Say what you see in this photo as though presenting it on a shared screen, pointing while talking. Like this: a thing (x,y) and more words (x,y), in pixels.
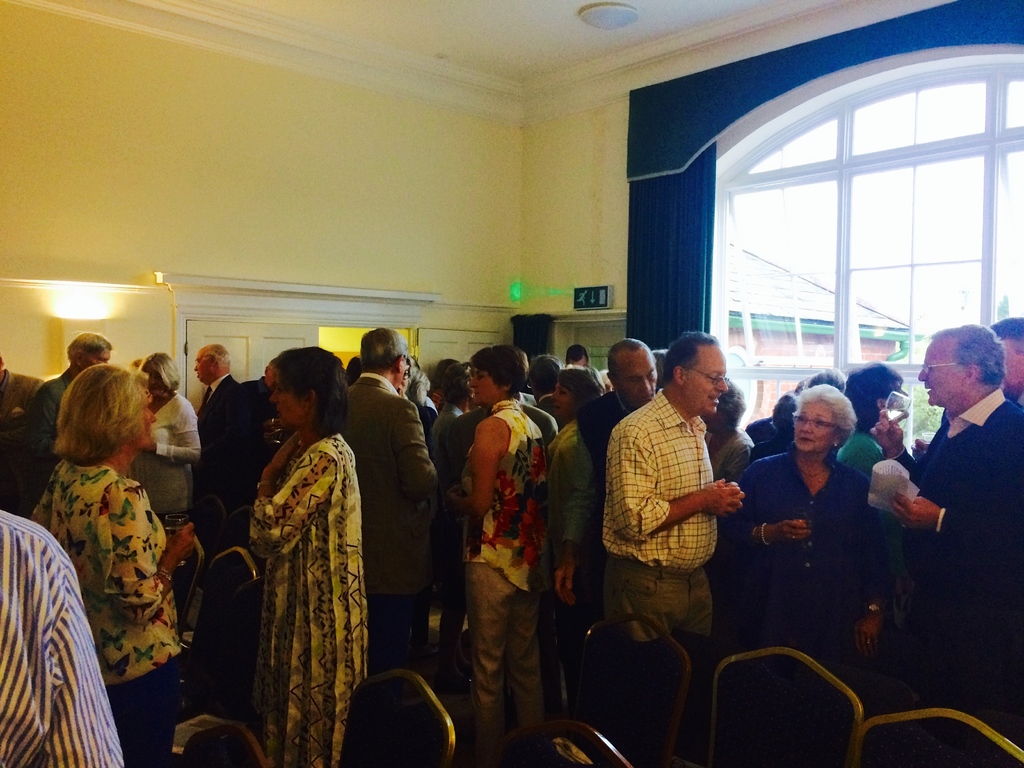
In this image, there are a few people (681,526). We can see some chairs (716,708). We can see the wall (384,259) with some doors (478,349). We can see a signboard (600,297). We can also see some glass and the curtain (679,273). We can also see a house (768,351). We can see the roof (713,15) with an object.
